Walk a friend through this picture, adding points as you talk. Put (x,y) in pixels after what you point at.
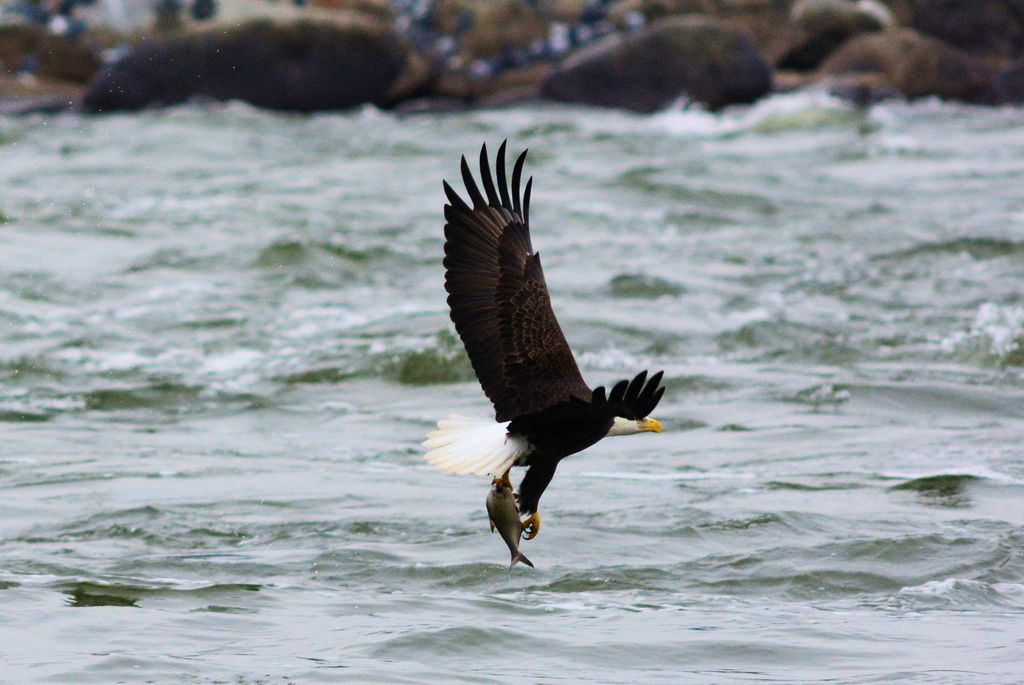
As we can see in the image there is a black color bird (512,409) and water (205,364). In the background (657,67) there are rocks (337,61) and the background (647,56) is little blurred.
